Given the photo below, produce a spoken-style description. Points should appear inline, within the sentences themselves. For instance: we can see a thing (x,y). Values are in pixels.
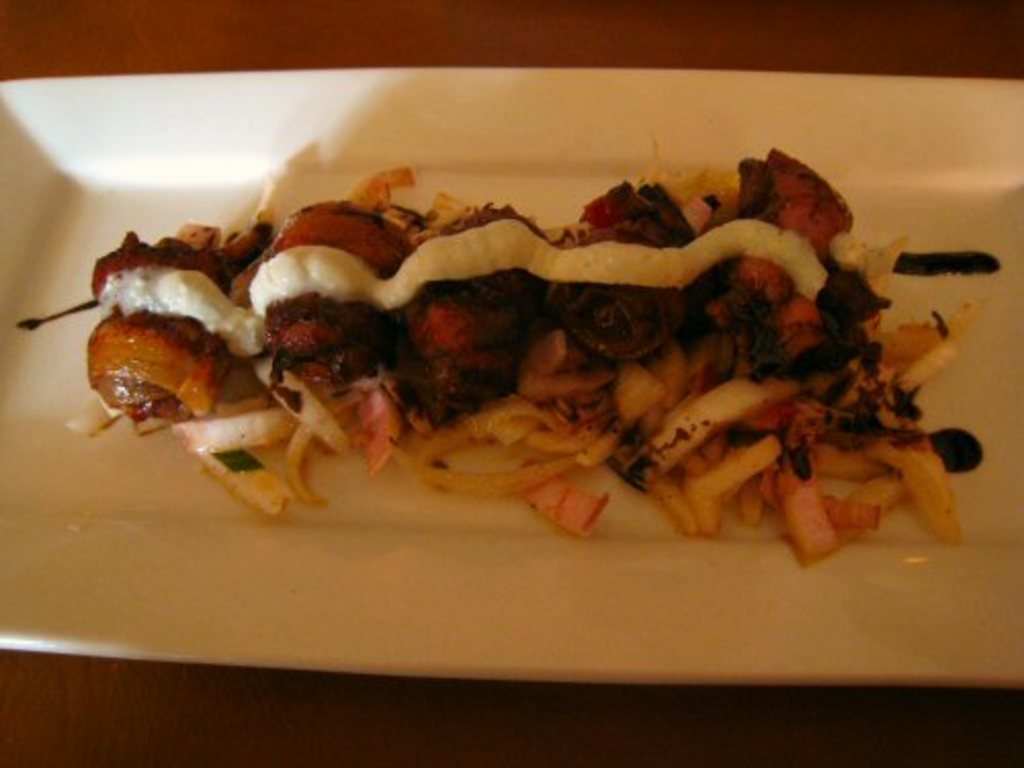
In this image there is a plate (80,550) on the table (757,52). There is some food (743,295) on the plate (553,570).
